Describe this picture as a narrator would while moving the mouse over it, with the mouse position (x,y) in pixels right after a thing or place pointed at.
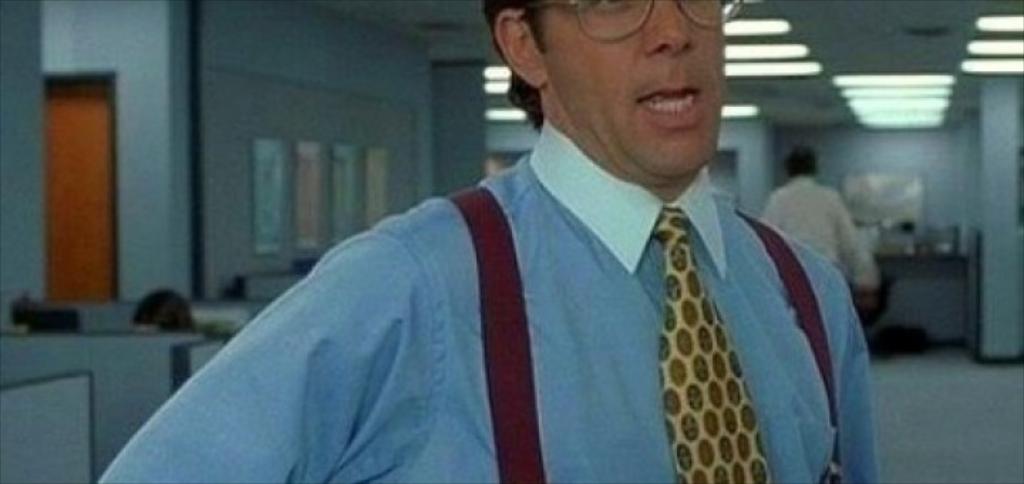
In this image, we can see a person (596,212) wearing glasses (601,36) and a tie (682,351) and in the background (78,121), there are some people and we can see a door (96,109), lights (726,57), some objects (884,198) and there are desks (193,315). At the bottom (896,368), there is a floor (914,377).
